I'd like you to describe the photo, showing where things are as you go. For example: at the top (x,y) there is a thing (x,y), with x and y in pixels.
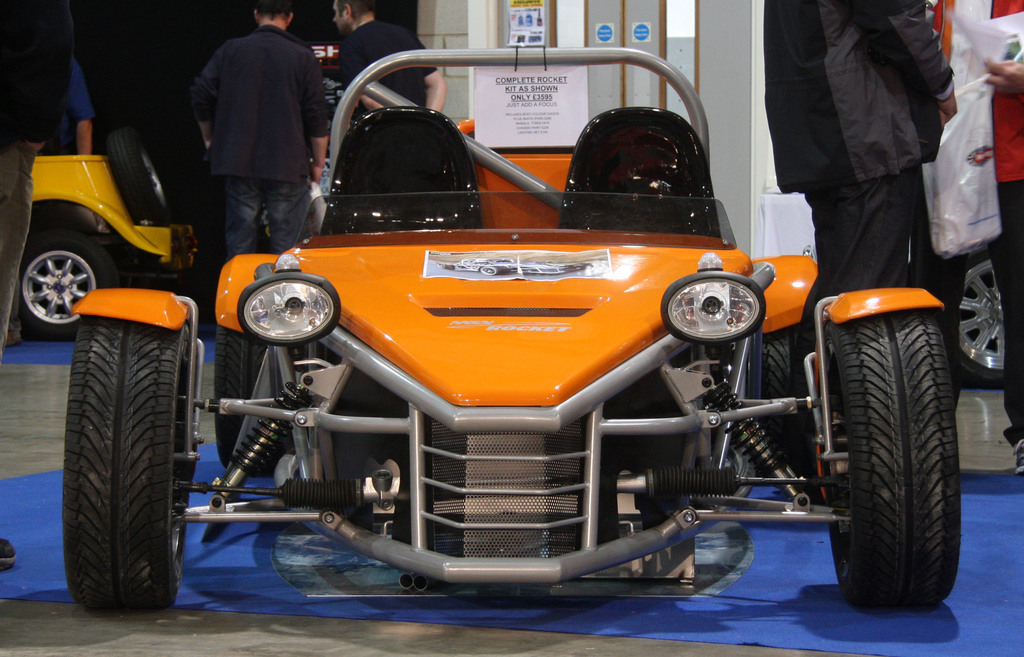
In the foreground of this image (408,401), there is a vehicle (412,541) on the floor (572,652) and we can also see a blue color carpet (962,602). On the right (1003,130), there are two people (1022,95) and a person (1001,174) is holding papers (992,43) and a cover (977,186). In the background (264,74), there are few people (70,72) standing around a vehicle (137,204) in the dark and we can also see few posts (524,21) at the top (538,24).
